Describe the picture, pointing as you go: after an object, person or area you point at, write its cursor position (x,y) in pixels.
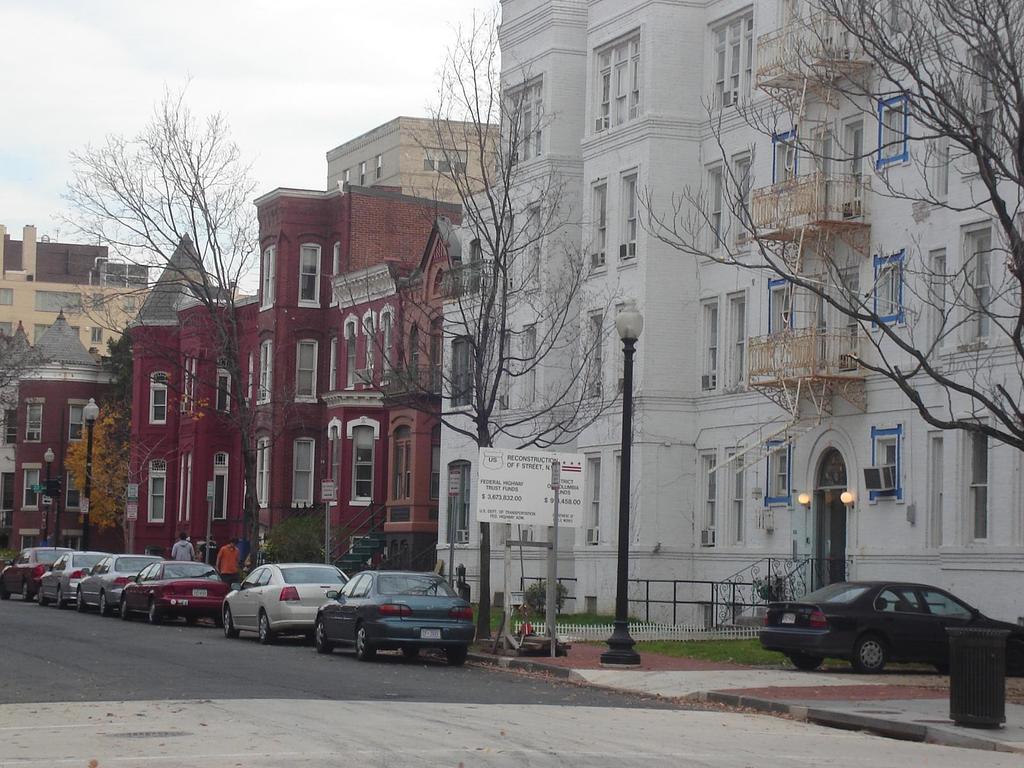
In the center of the image (473,422) there are buildings (369,390). At the bottom (387,682) there are cars (225,605) on the road (223,626) and there are people (225,562) walking. There are poles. We can see a bin (983,721). At the top (293,92) there is sky (298,80).
